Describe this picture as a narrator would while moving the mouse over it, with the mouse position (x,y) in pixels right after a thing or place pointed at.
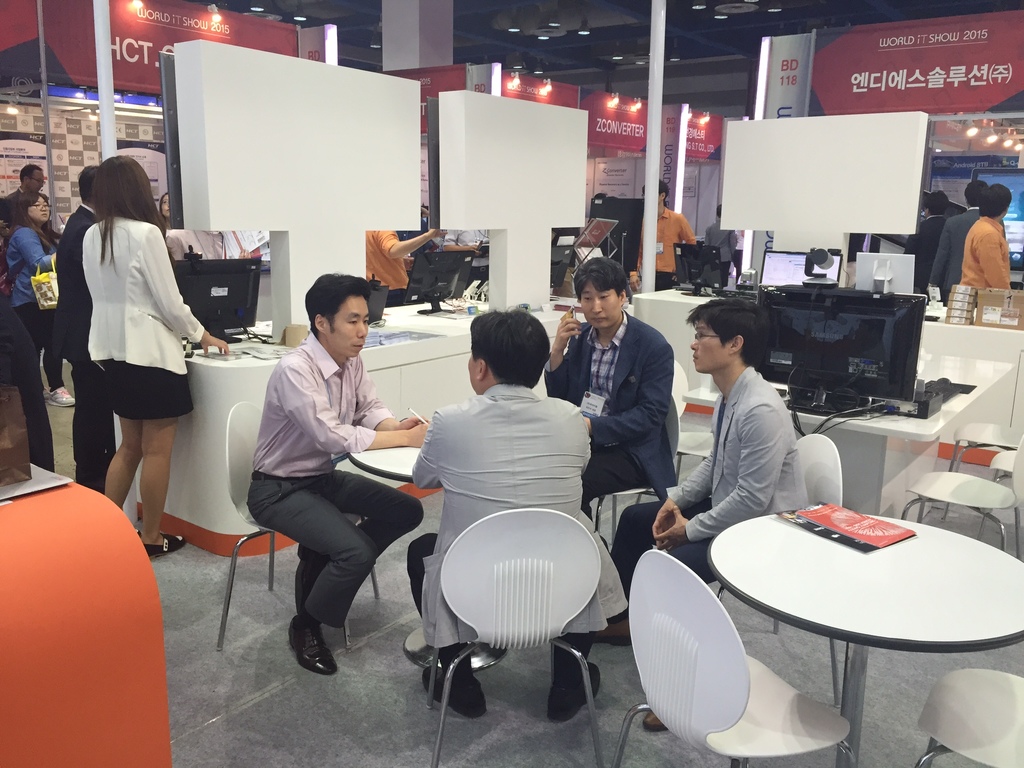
In this image there are group of people (98,256). In the middle of the image (522,422) there are four persons (304,409) who are sitting and talking with each other. On the left side (40,305) there are group of people (63,241) who are standing, and on the right side (814,319) there is one monitor (841,351) and on the bottom of the right corner (822,580) there is one table (859,595) and two chairs (791,702). On the left side (242,430) there is one counter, and one chair (242,448) and on the top of the image (703,60) there are some poles (659,77) and one ceiling (597,24). On the top of the right corner (971,216) there are group of people (952,232) who are standing, and in the middle of the image (418,328) there is one table (437,318) and two screens (509,174) and some computers (706,248) are there on the table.
